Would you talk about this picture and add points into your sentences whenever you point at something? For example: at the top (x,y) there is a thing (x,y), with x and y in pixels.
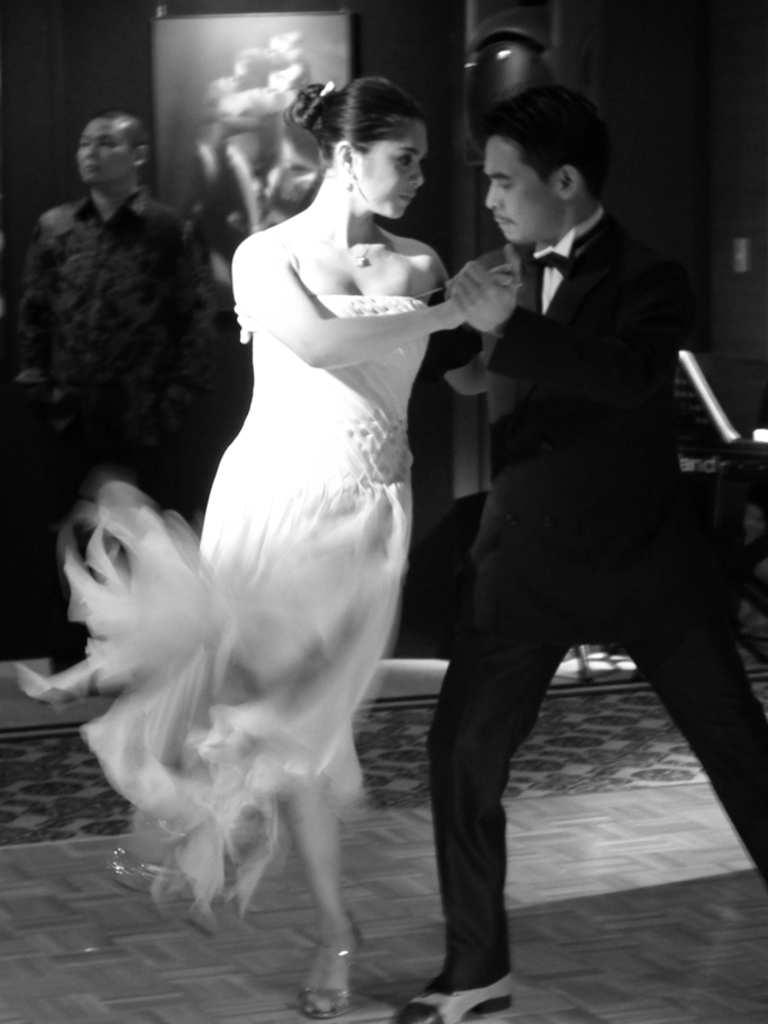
This picture shows a man (673,326) and a woman (268,334) dancing on the floor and women (225,668) wore white color dress (227,613) and we see a man (515,408) wore a coat (551,480) and a bow tie (537,260) and we see another man (77,207) standing on the back (130,400) and we see a photo frame (211,71) on the wall (366,29).
